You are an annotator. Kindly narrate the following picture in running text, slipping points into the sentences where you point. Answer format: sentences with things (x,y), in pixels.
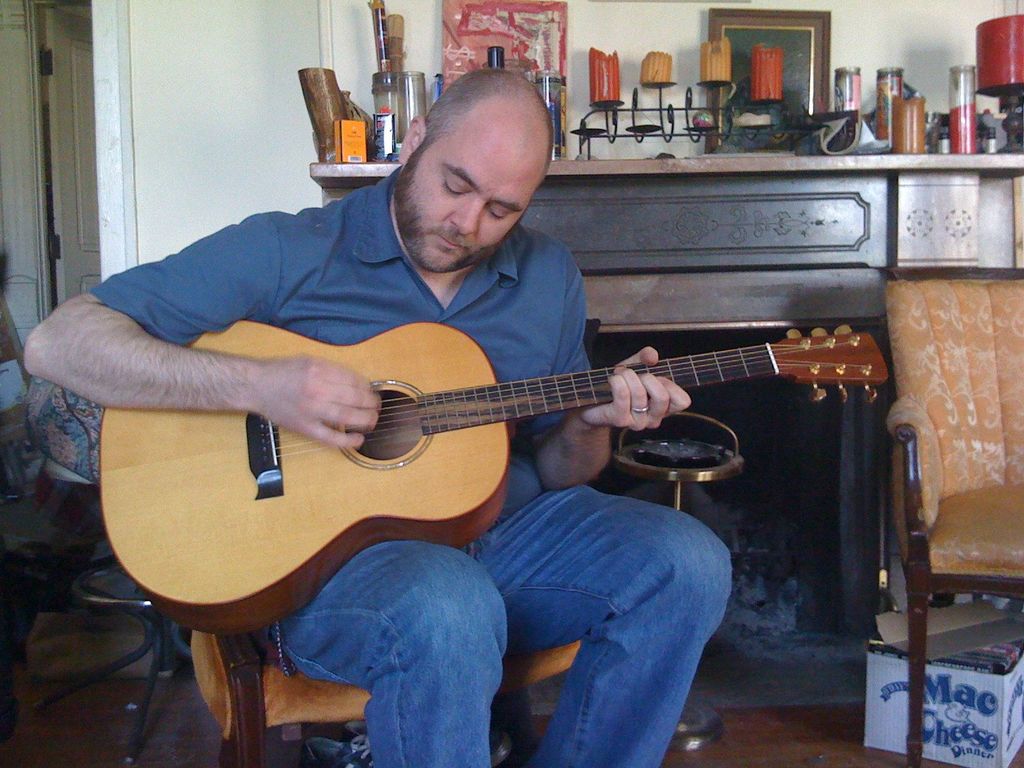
In this image there is a man (520,152) sitting in chair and playing a guitar (431,521), and at back ground (786,606) there is box (876,667), chair (949,306), fireplace (769,517), coal (763,587), candles (731,58), stand (714,87), frames (735,78) attached to wall (656,141), glasses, box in a table (387,170), door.
